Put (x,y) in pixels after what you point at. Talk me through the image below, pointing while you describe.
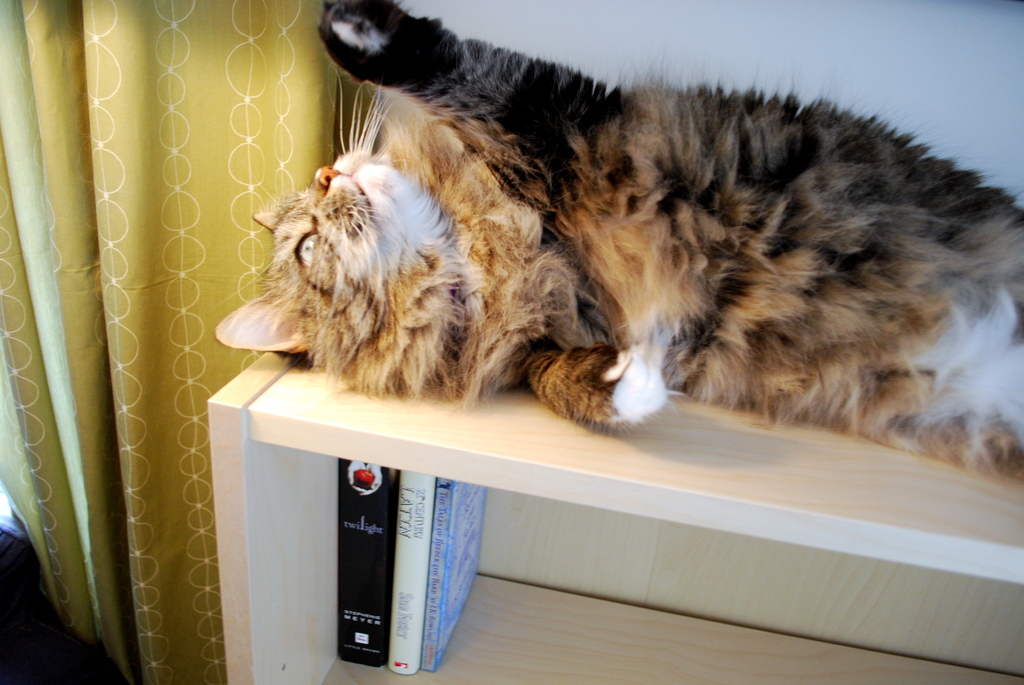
In this image I can see a cat (535,204) laying on a table (280,582). There are few books (451,573) in the table cabinet (570,578). On the left side (152,344) there is a curtain (204,142) to the wall (584,36).
